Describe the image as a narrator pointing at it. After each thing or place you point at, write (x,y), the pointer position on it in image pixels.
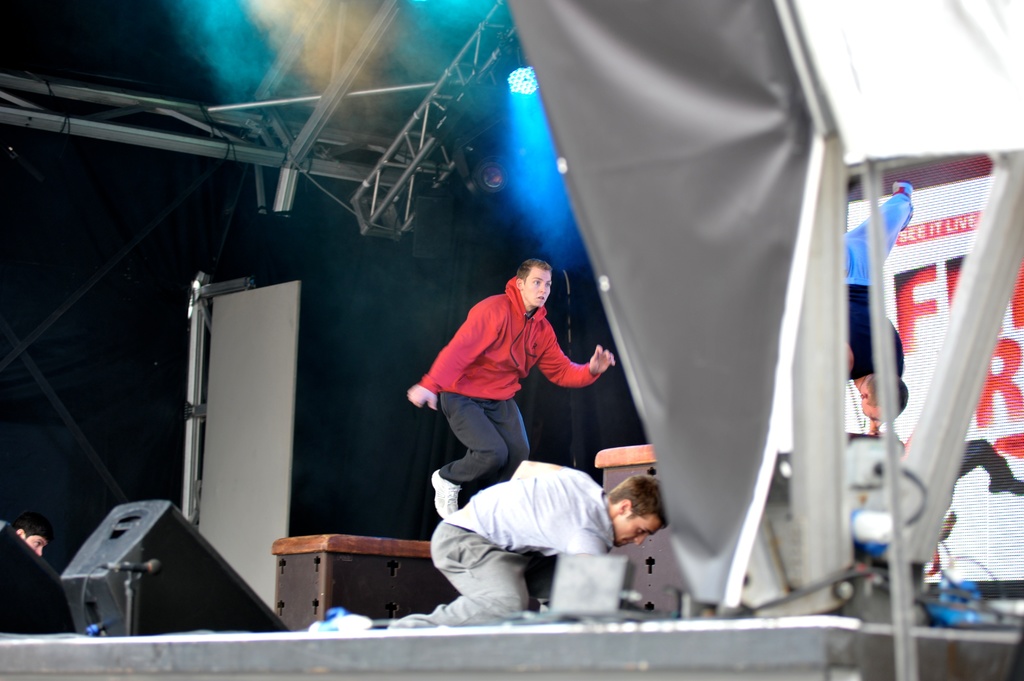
In the image we can see there are people (646,500) wearing clothes (552,484). Here we can see a person (478,382) jumping and the other one (853,349) is upside down. Here we can see a poster (1000,510), lights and wooden box (324,571).
